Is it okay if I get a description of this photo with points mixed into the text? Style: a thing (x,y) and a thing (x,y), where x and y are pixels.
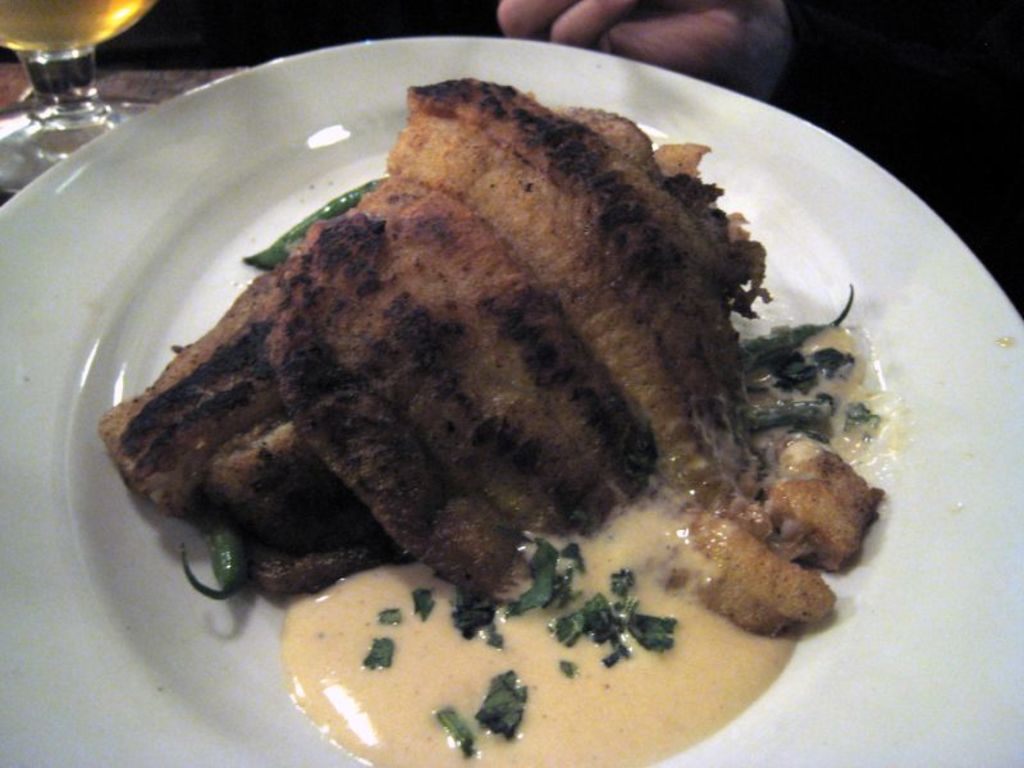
In this image there is some food item (369,355) on a plate (219,295) on a table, beside the plate (156,154) there is a glass (105,27) and some object (619,29).
